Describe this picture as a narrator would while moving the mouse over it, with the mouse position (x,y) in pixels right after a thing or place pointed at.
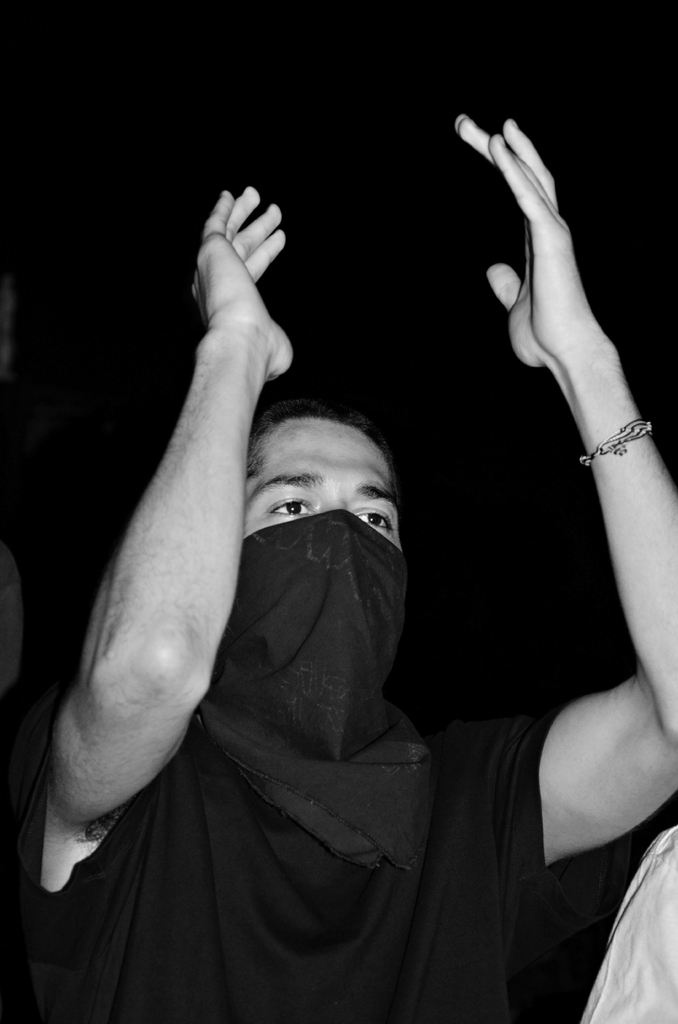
This is a black and white image. In this image we can see a person (383,680). And the person (209,621) is covering the face (294,628) with a towel (289,542). In the background (32,94) it is dark.
